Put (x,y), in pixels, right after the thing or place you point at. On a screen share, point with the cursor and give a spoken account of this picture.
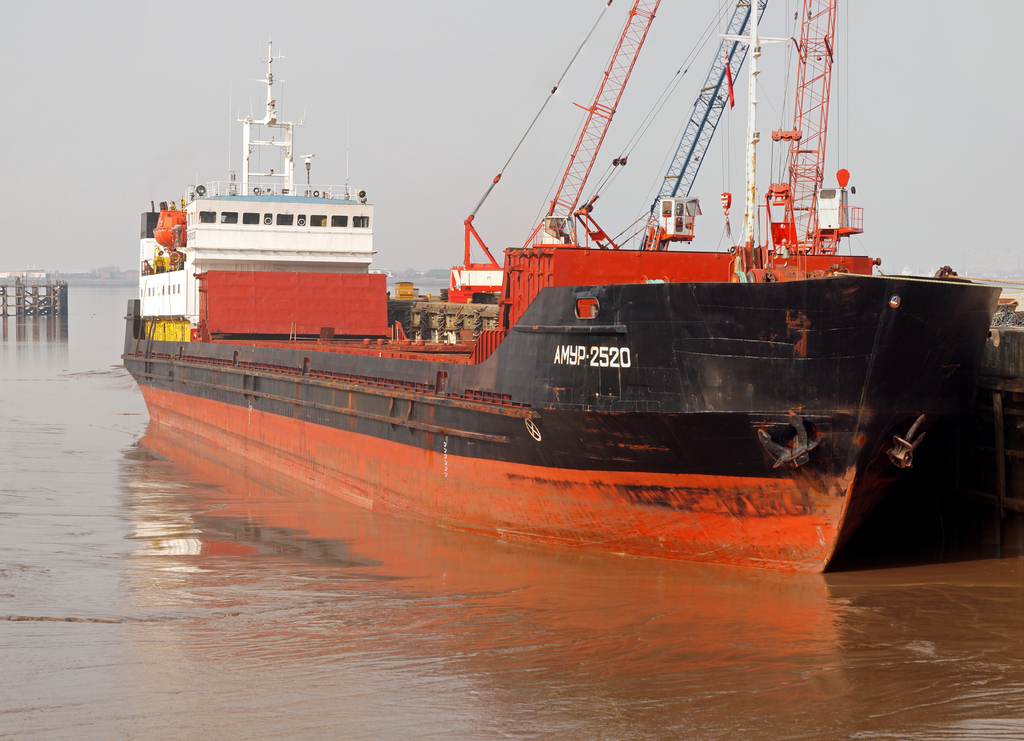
In this image we can see a ship (483,533) on the water (300,485). On the ship (298,301) there are poles (270,142), pillars (611,100), grills (662,189), ropes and some goods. In the background (96,239) we can see sky (139,201).
